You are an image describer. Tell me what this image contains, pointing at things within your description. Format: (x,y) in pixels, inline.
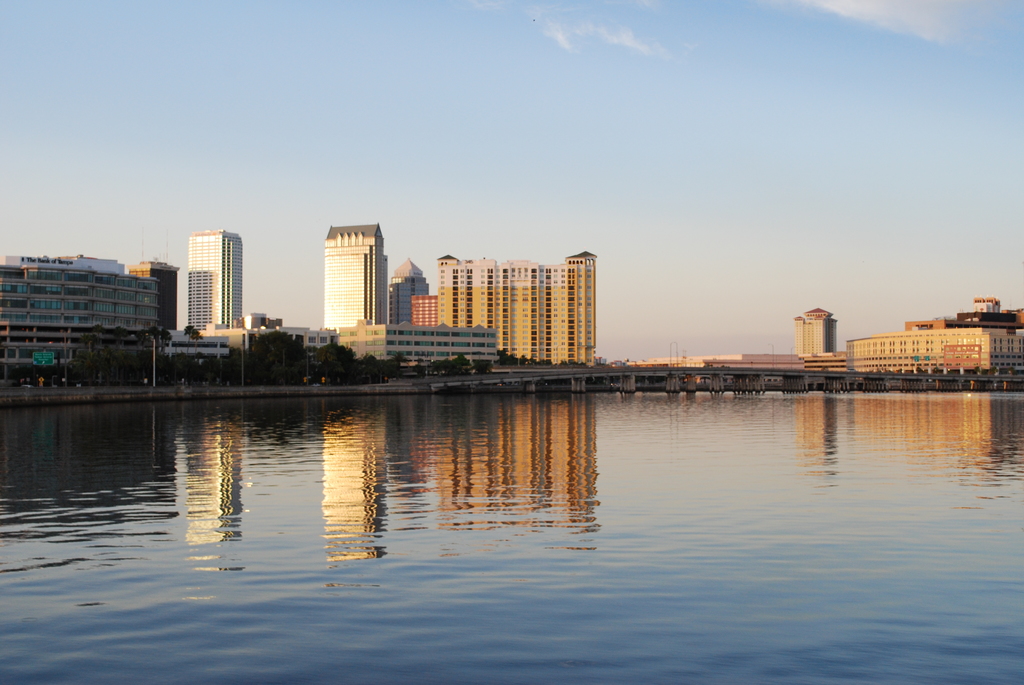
In this image there is water (690,500) at the bottom (725,498). On the water (771,391) there is a bridge (693,381). In the background (357,267) there are so many buildings (413,275) one beside the other. On the left side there is a road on which there are vehicles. There are trees (303,349) in between the buildings (318,328). There is a board (45,357) in the middle of the road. There are few poles (242,354) on the footpath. At the top (731,105) there is the sky (414,147).
